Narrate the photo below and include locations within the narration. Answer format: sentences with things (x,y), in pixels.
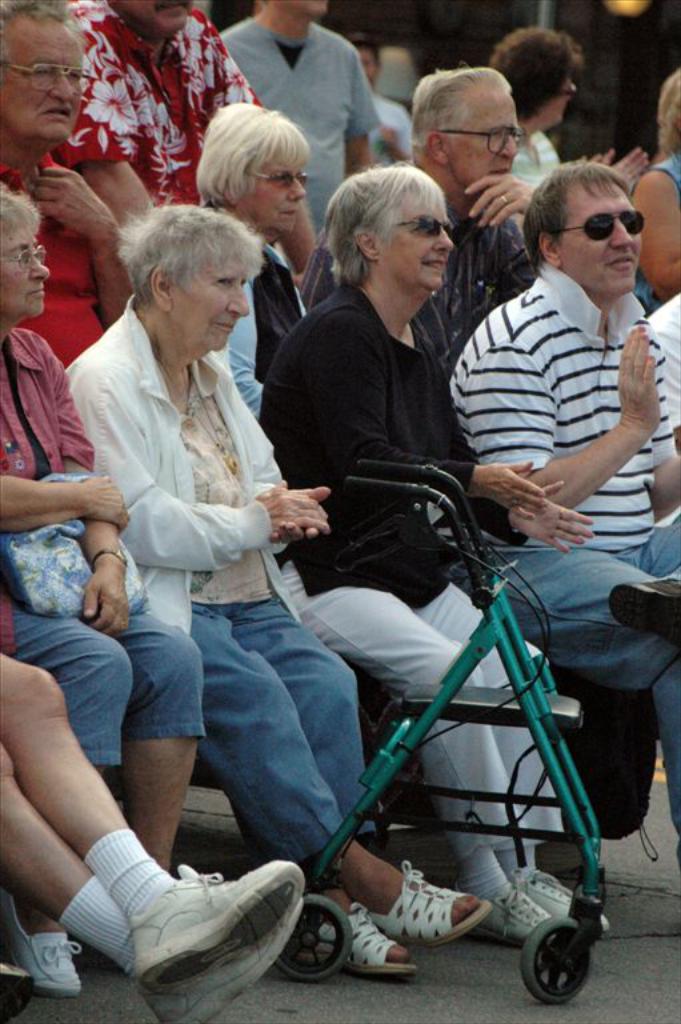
In this image we can see some people (265,339) sitting and some of them are standing and there is a walker (488,590) on the road (655,993).
